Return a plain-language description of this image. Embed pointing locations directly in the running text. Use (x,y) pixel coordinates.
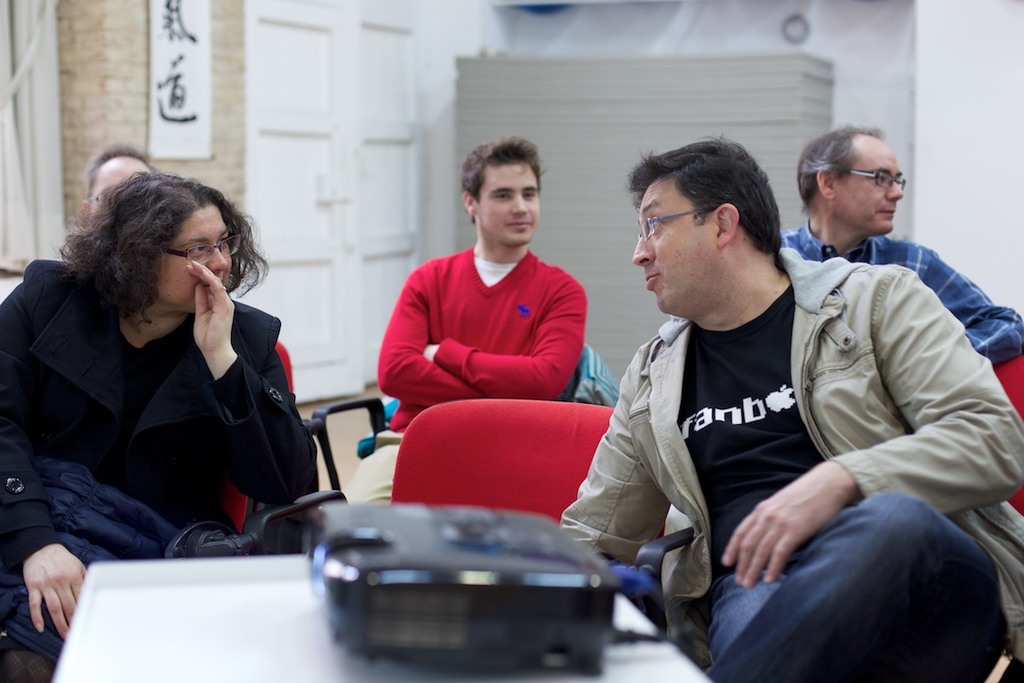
In this picture I can see 5 persons (815,280) sitting on chairs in front (157,333) and on the bottom of this picture (247,599) I can see a table (266,654) on which there is a black color thing (405,581). In the background (68,100) I can see the wall (419,98). On the left top of this picture (164,108) I can see a white board (182,28) and I see something is written on it.
